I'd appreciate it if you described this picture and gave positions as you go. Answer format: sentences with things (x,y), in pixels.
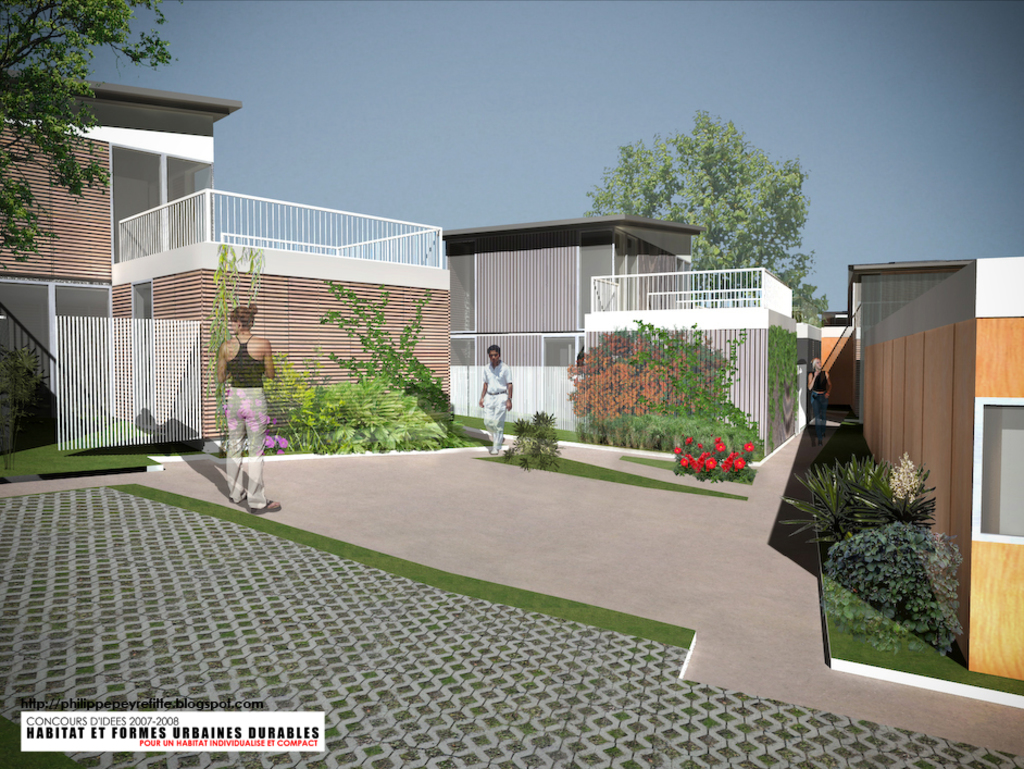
The image is looking like an animated image. In the center of the picture (492,265) there are buildings (547,335), trees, plants (732,481), grass (738,496), flowers (730,462), people (493,373) and other objects (114,354). In the foreground (413,723) it is pavement (383,710). At the top (530,79) it is sky (587,88).
